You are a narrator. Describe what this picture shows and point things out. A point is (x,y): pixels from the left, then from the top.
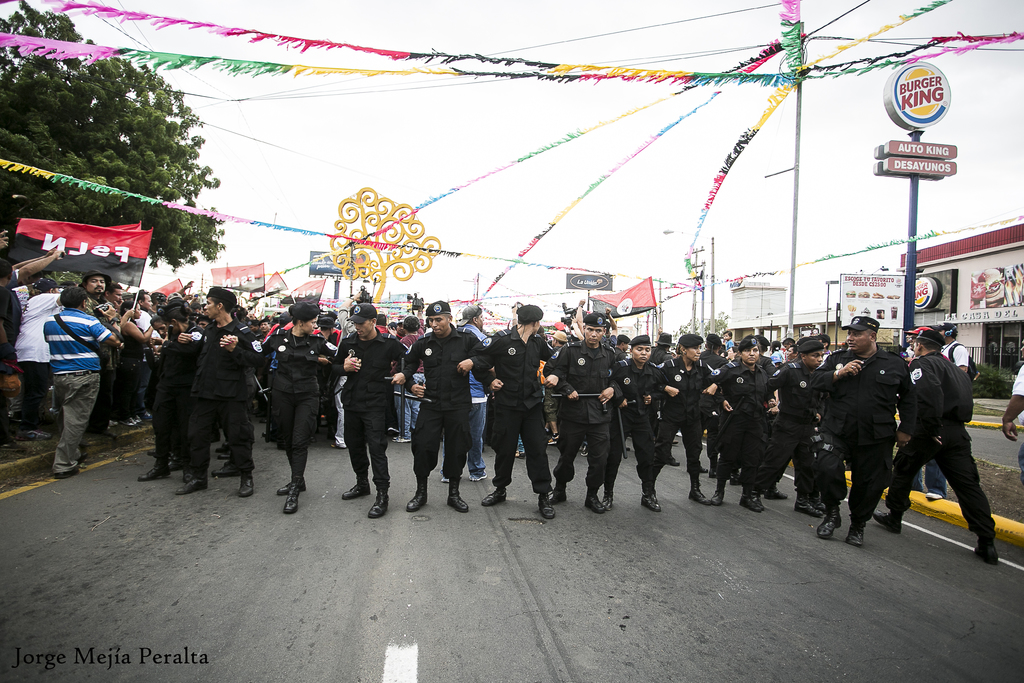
In this image there are a few people (470,391) on the road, and there are a few people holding flags (635,307), on the either side of the road (193,649) there are trees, shops (836,334), lamp posts (829,309), name plates (894,288), at the bottom of the image (178,652) there is some text (180,660), at the top of the image (662,81) there are some decorative items (103,47).
